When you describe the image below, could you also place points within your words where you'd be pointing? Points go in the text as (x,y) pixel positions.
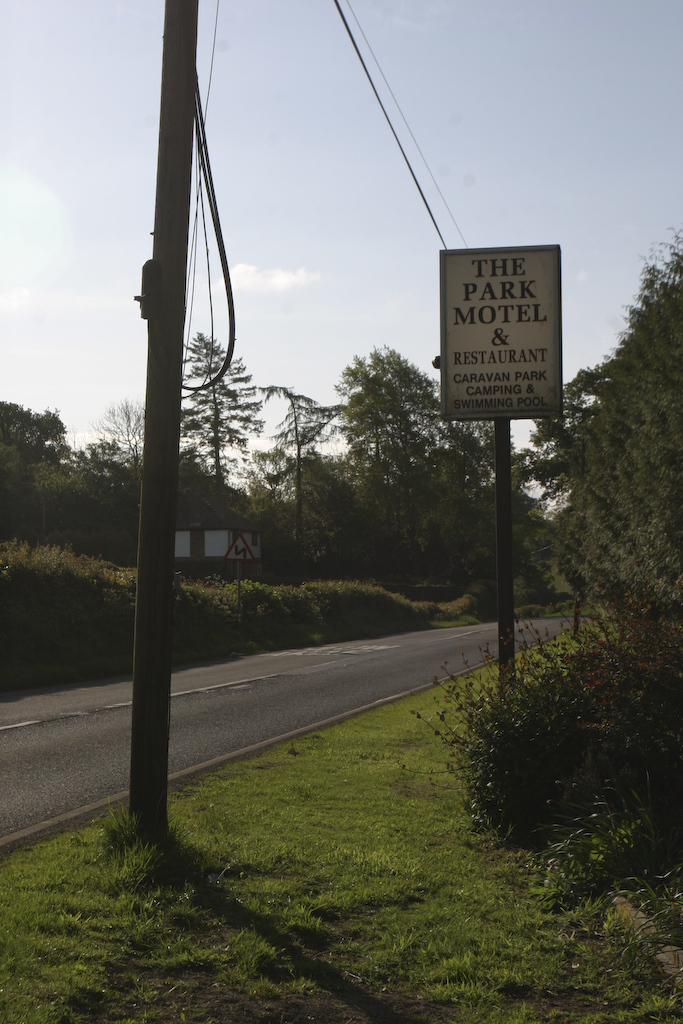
In this image, we can see a name boards (516,402), poles (505,600), wires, trees (399,496), house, plants (675,789), grass (252,891) and road (284,726). Background (524,450) there is a sky (513,428).
